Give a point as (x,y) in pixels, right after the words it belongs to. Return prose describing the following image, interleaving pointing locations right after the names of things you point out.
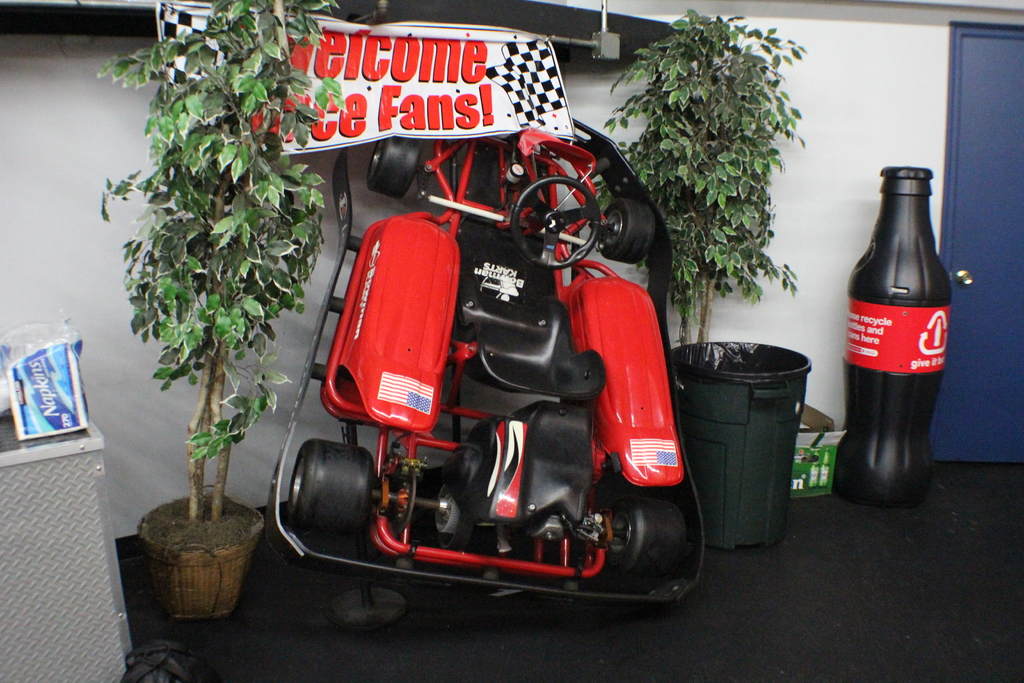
In this image I can see a car (461,367) which is red, black and white in color on the black colored surface (840,567). I can see few flower pots (216,559) and plants (257,397) in them, a black colored bottle (921,208), the white colored wall (857,228) and a blue colored door (970,135). To the left bottom of the image (64,571) I can see a silver colored object (72,557) on which I can see few napkins (42,374).
